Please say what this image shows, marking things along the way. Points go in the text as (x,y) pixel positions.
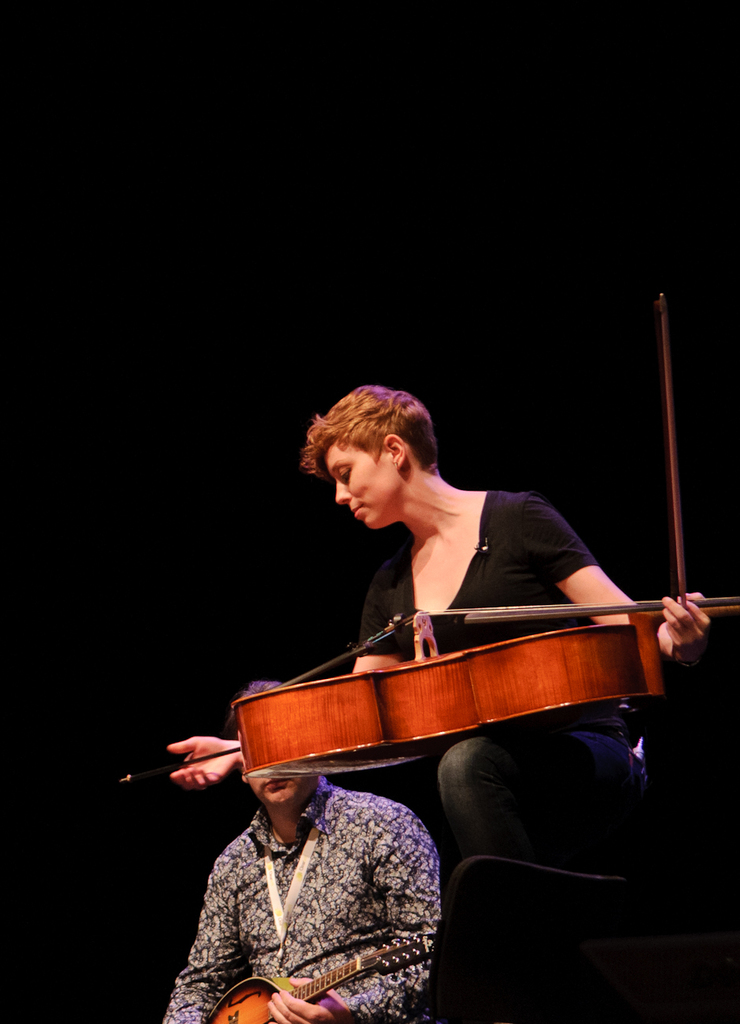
The background (199,237) is very dark. here we can see one person (527,816) holding a cello (432,688) in her hands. near to this person (444,798) we can see another person (324,947) holding an musical instrument (254,1017).
